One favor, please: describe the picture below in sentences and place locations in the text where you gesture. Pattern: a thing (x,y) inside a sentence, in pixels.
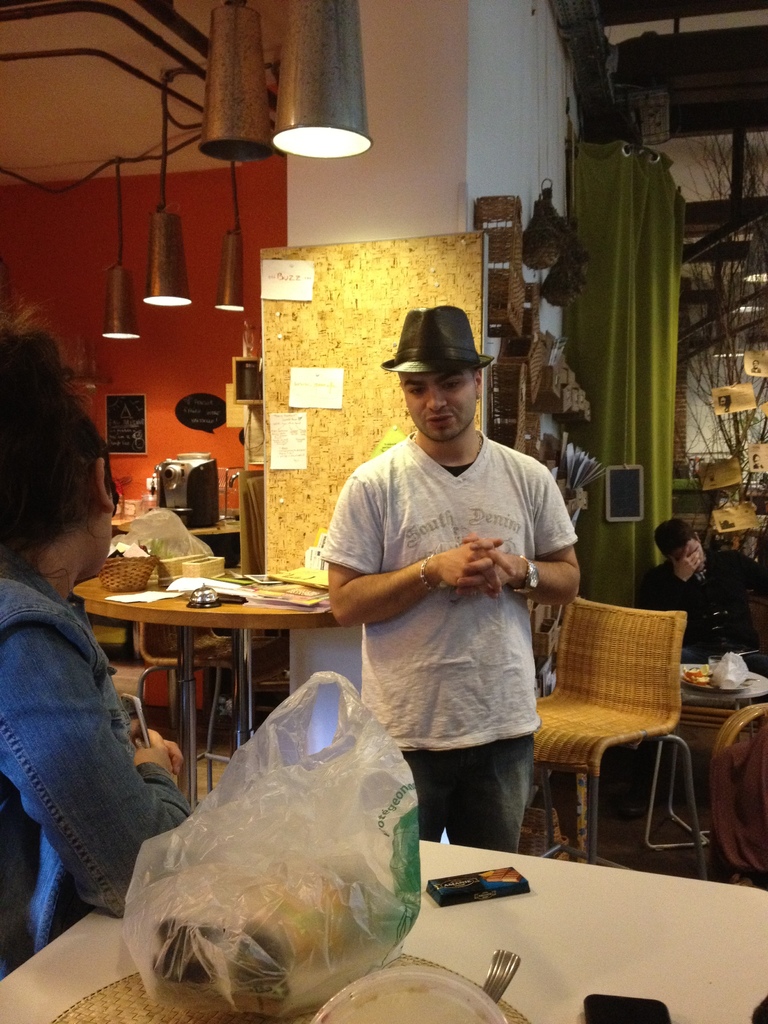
In this image I can see few people (355,514) where a man (355,514) is standing and wearing a black cap (423,353). On this table (460,969) I can see a box (501,891) and a fork (496,999). On this wall (364,308) I can see few papers (269,275) and here I can see few lights (170,226).
